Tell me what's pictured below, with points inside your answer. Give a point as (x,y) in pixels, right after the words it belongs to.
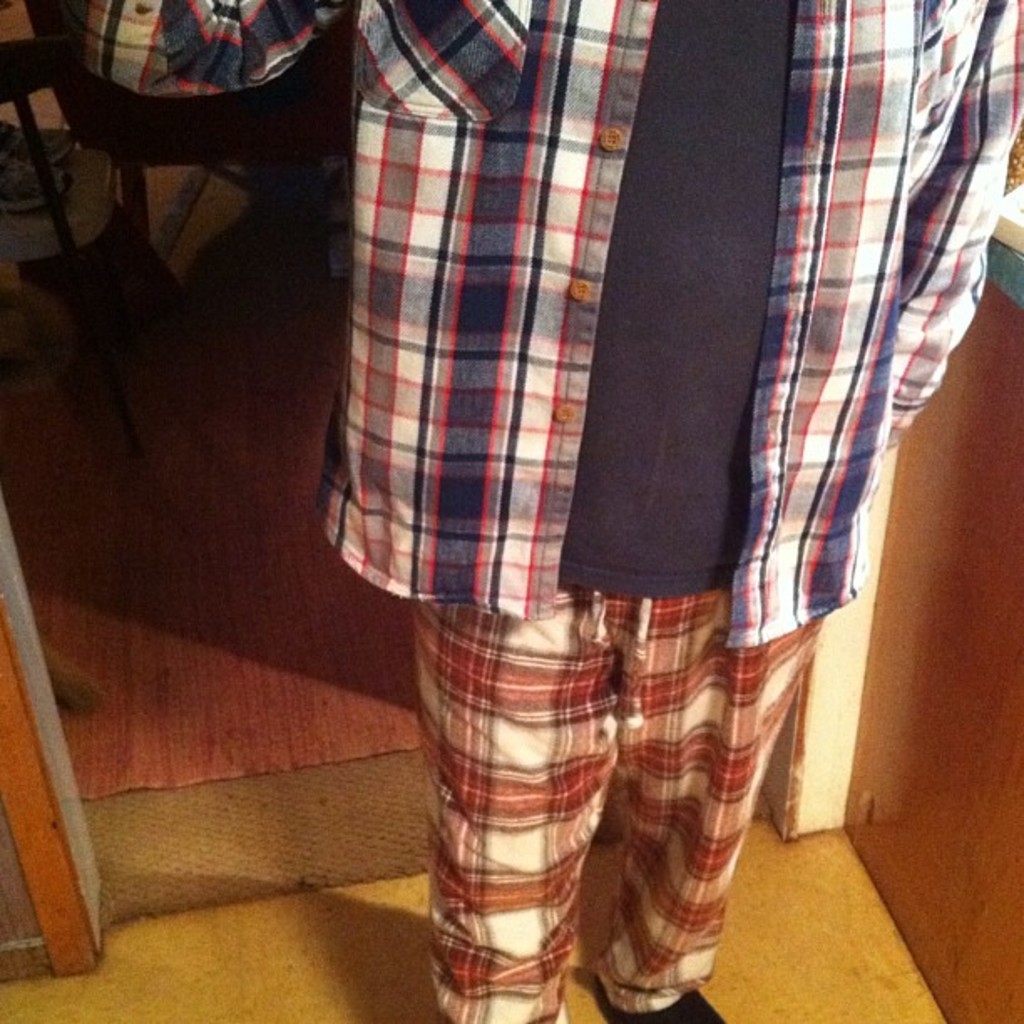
This picture shows an incomplete picture of a person (492,426).
